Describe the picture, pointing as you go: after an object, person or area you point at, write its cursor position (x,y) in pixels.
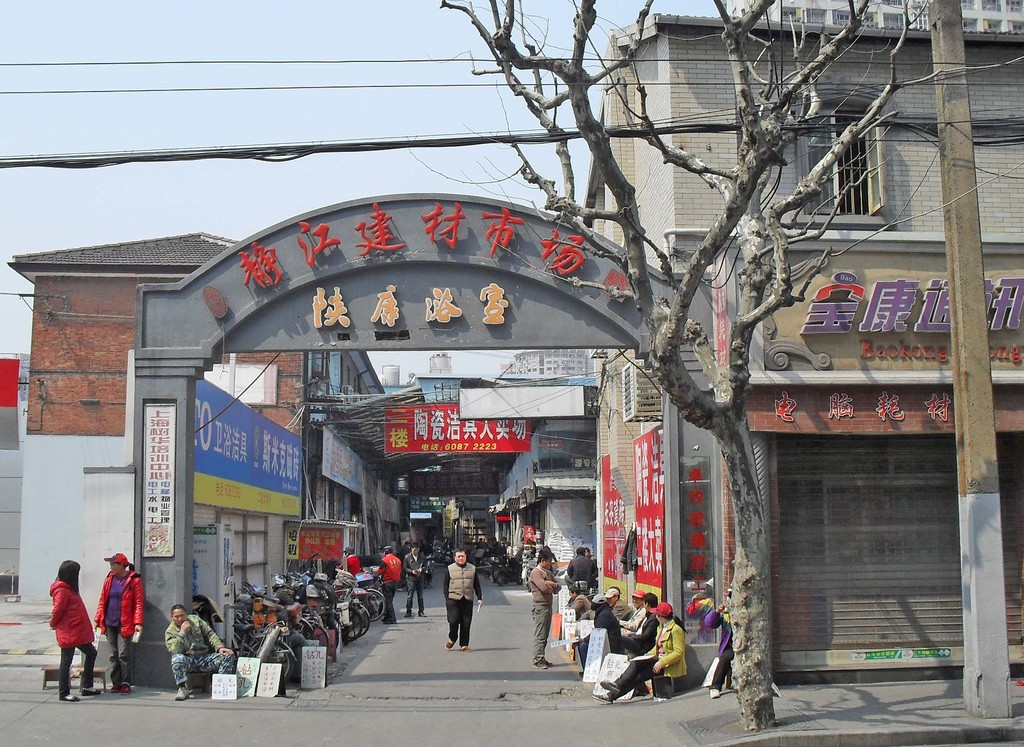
In this image there are buildings (781,309) and we can see an arch (366,312). At the bottom (70,648) there are people (214,656) sitting and some of them are standing. There are boards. On the right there is a pole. In the background (354,37) there is sky (416,31) and we can see a tree (752,513).
